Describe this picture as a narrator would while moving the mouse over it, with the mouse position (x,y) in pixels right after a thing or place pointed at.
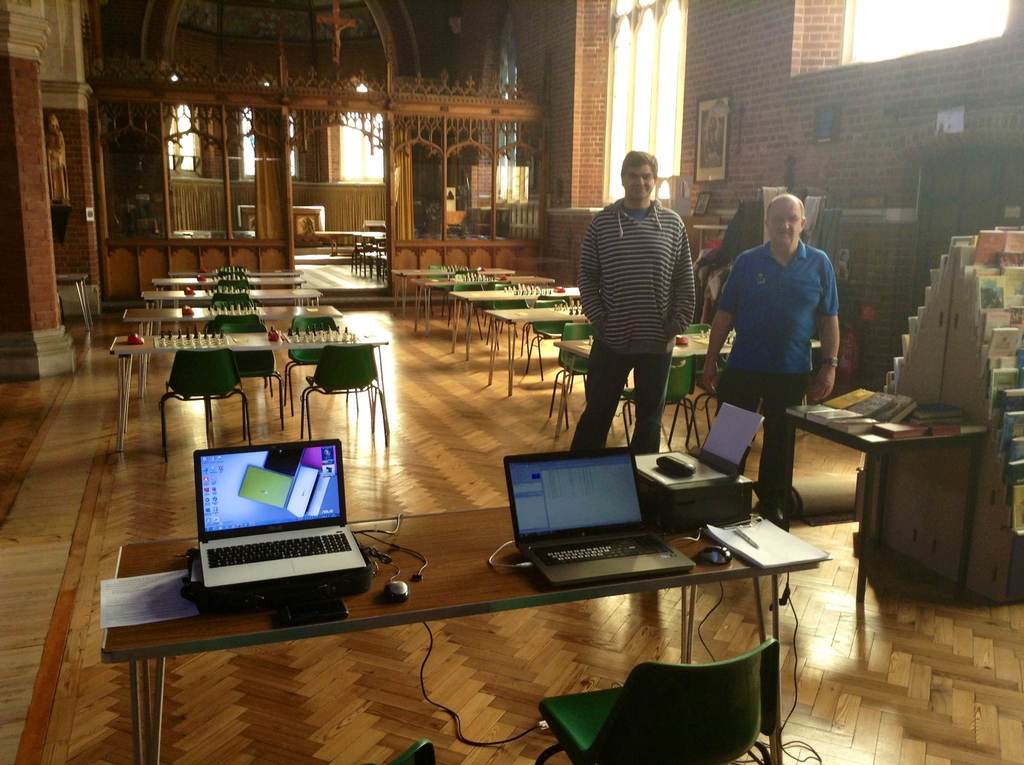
In the image in the center (614,306) we can see two persons (777,298) were standing. In front of them we can see the table (464,589), on table (449,572) we can see the monitors (560,556) and chair (645,702). And coming to the background (321,157) we can see the building (182,192). And some tables (240,335) and chair (215,361) and wall bricks (744,64) with photo frame (718,107). And on the right corner (975,328) we can see the shelf (969,371) with full of books (986,306).
